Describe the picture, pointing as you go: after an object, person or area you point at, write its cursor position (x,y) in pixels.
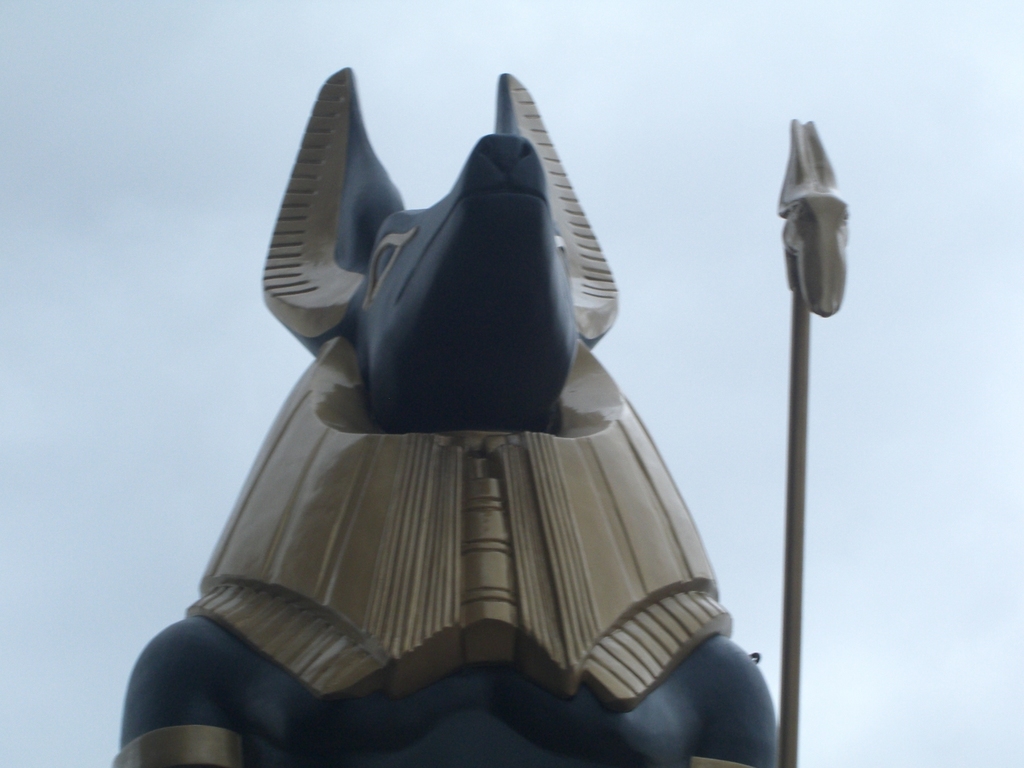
In this picture we can see a statue (563,533) here, in the background (194,250) there is the sky (194,236).
